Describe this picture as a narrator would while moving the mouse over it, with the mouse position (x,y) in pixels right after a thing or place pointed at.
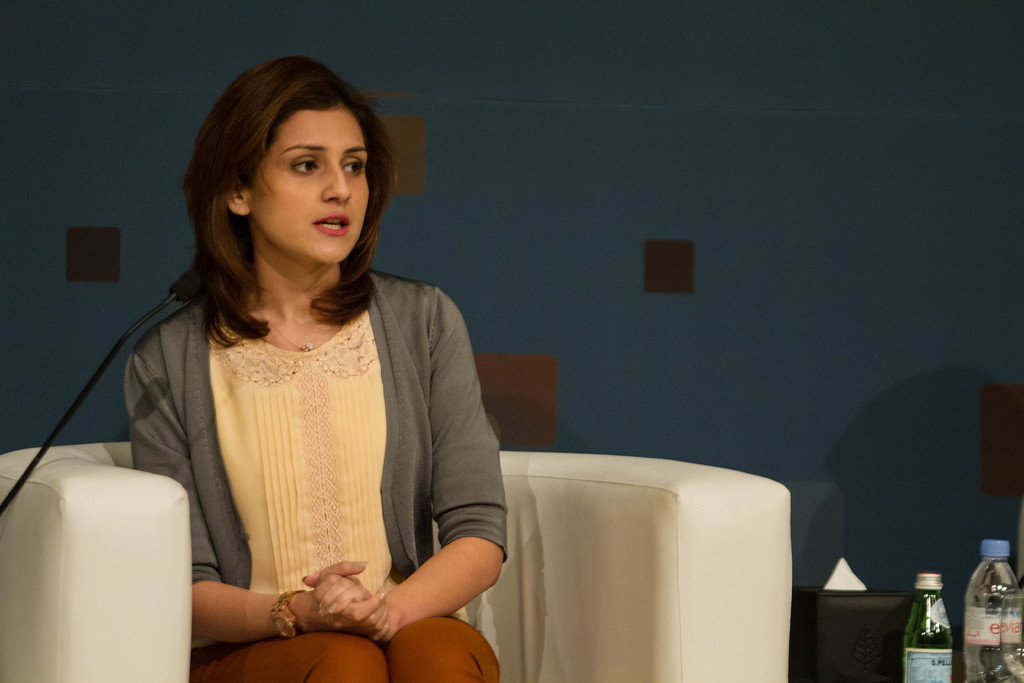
In this image I can see a woman (298,490) is sitting on a couch (117,569). I can see a microphone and few bottles (946,614) in front of her. I can see the blue and brown colored background (765,325).
